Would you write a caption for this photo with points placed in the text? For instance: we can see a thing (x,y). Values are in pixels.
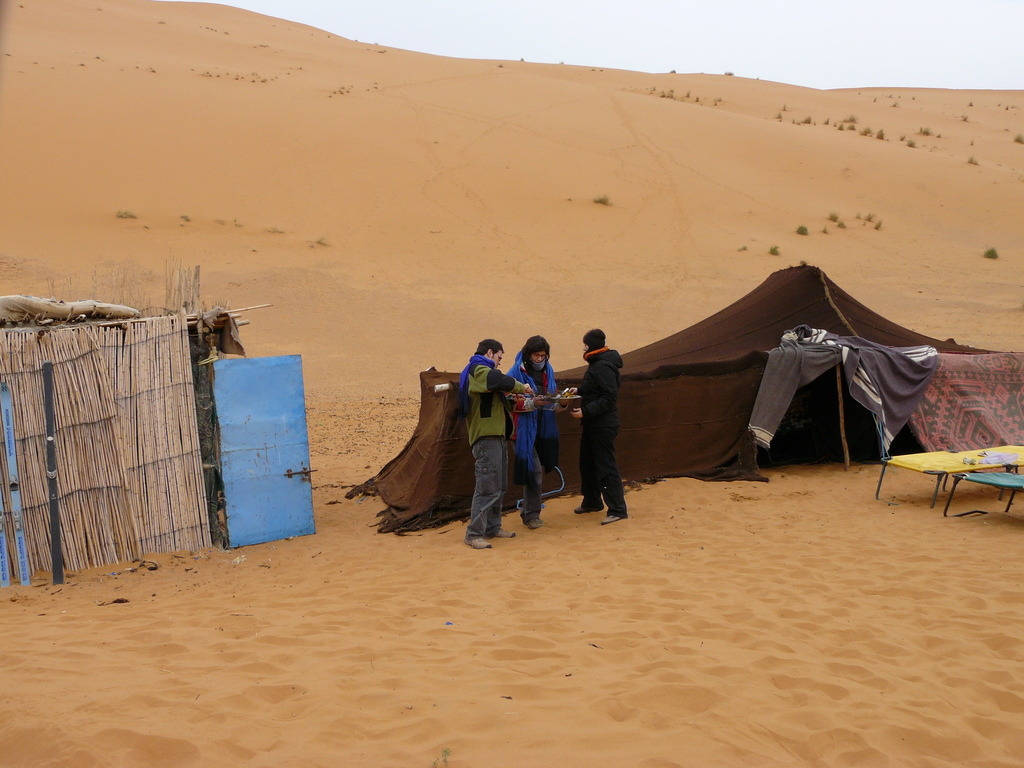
In this image we can see men (508,422) standing on the sand (431,549), tents (647,392), thatched fences (149,448), shrubs (807,122), cots (904,464) and sky (558,54).
